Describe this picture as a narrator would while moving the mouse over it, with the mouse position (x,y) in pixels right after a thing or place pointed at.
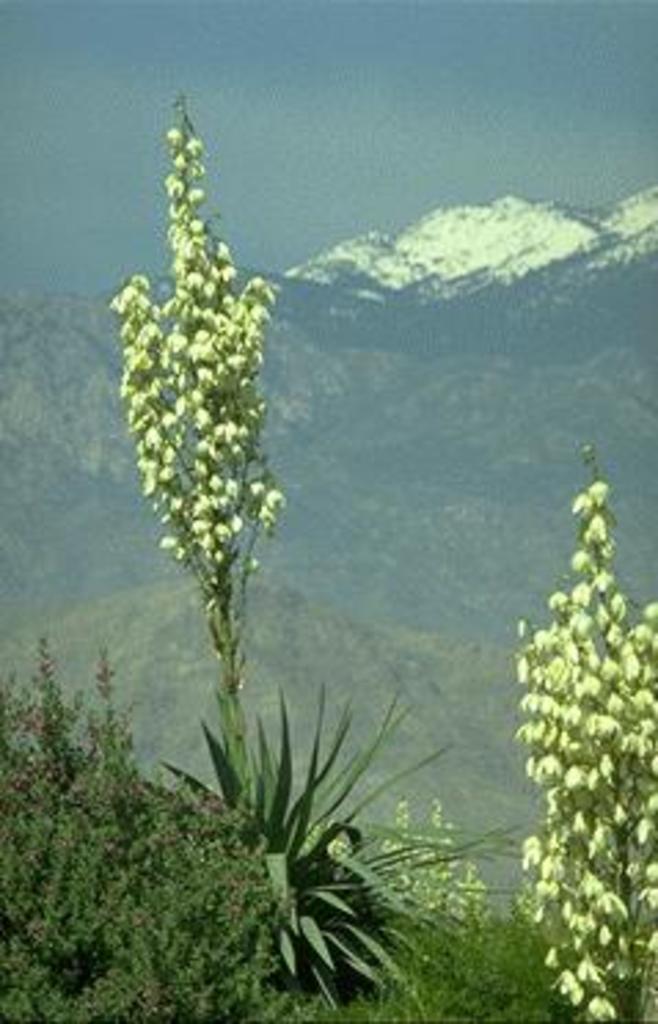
In the image there are plants (285,819) in the foreground (270,869) and in the background (405,406) there are mountains (394,520).
